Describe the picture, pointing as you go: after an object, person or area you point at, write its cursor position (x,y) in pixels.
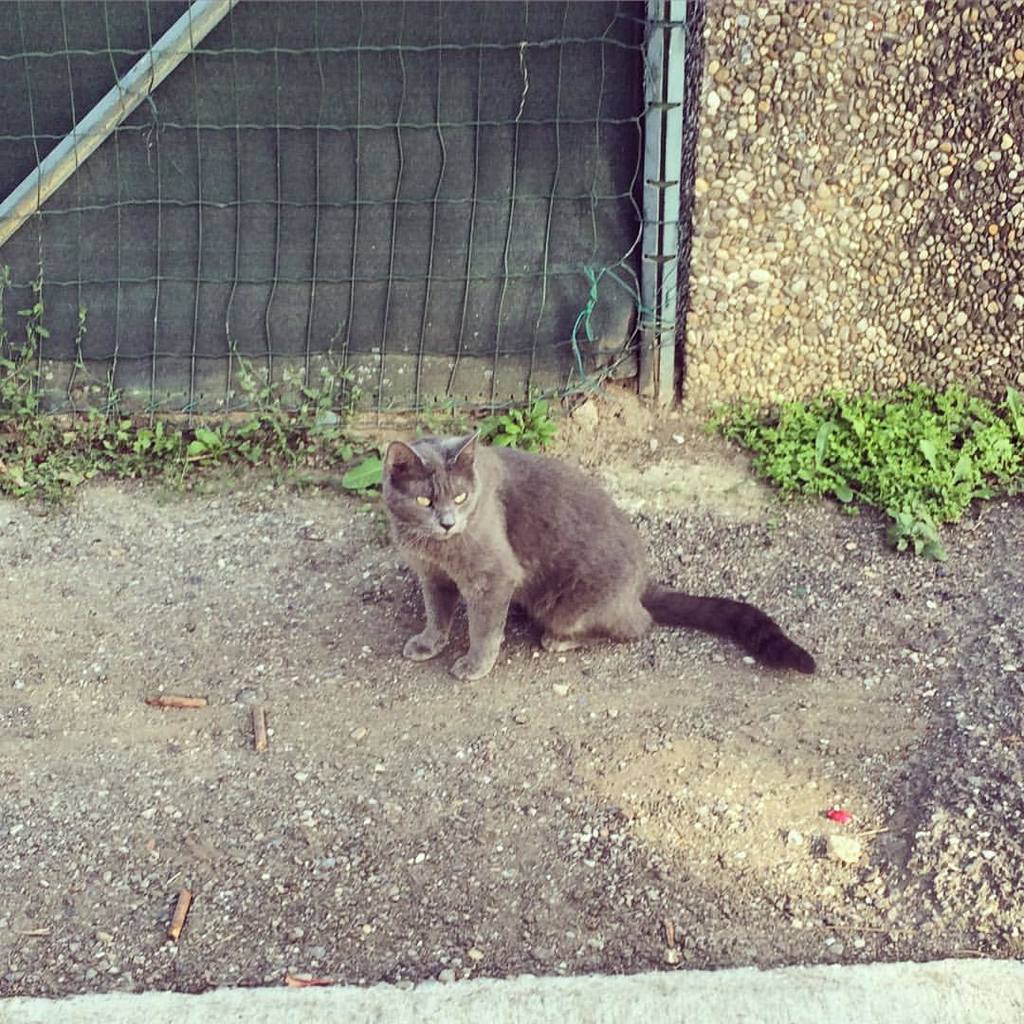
In this image I see a cat (495,520) which is of grey and black in color and it is on the ground (316,699) and I see small plants (960,441) over here. In the background (813,351) I see the wall (820,261) and I see the netted thing (338,189) over here.
